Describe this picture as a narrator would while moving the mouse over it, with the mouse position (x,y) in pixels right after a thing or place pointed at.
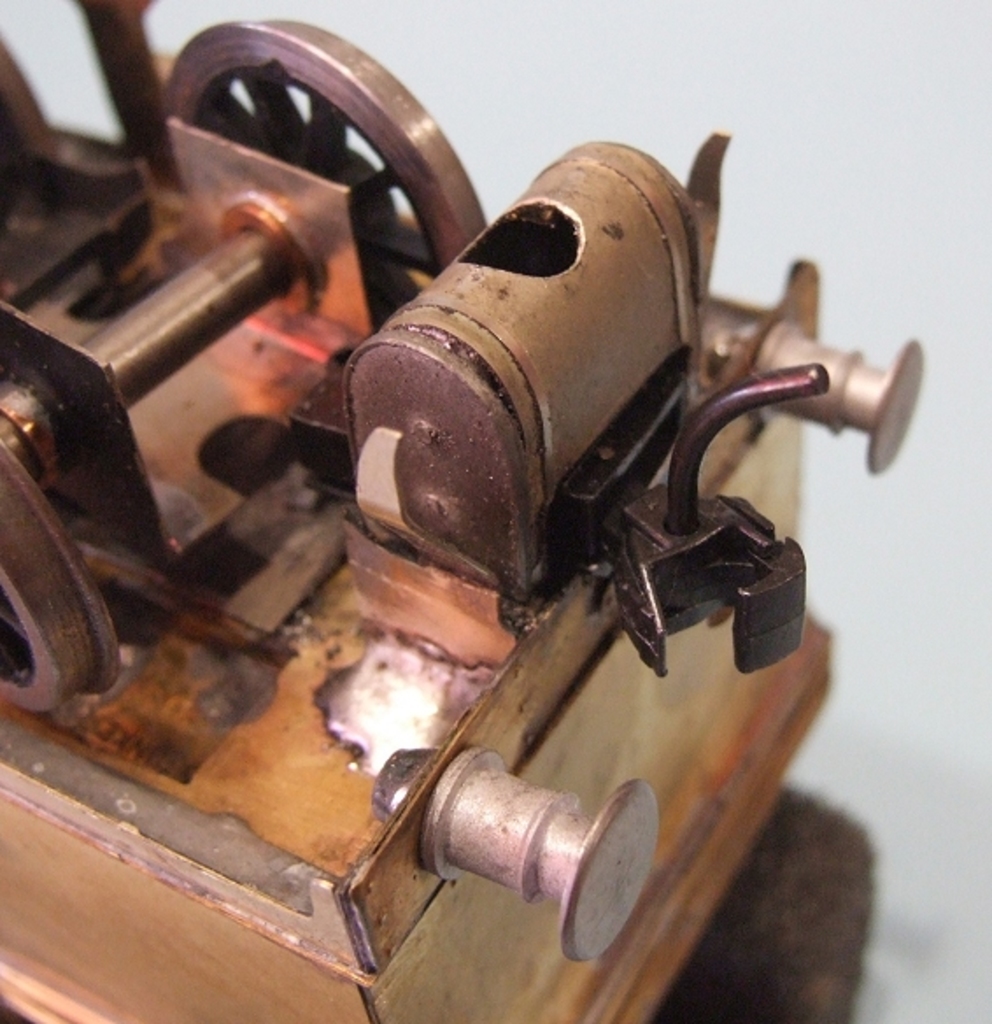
In this image I can see a copper machine (121,608) and the background (562,72) is in white color.
